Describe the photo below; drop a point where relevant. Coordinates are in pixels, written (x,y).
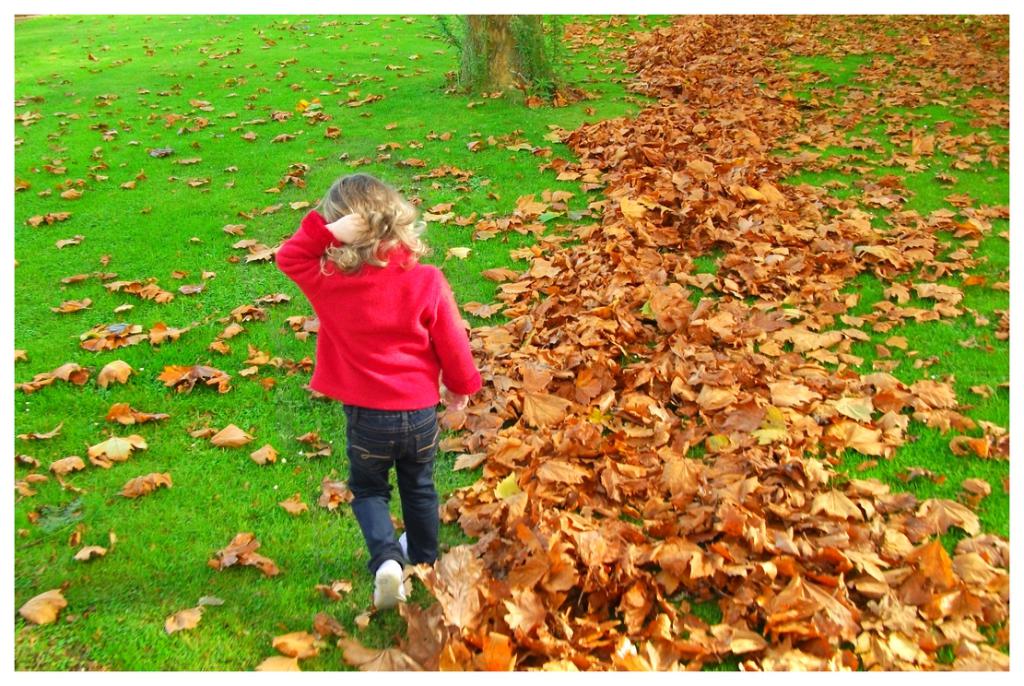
In this picture I can see a girl (444,345) standing, and there is grass (146,311), leaves (592,168) and a trunk (479,16) of the tree (489,27).
